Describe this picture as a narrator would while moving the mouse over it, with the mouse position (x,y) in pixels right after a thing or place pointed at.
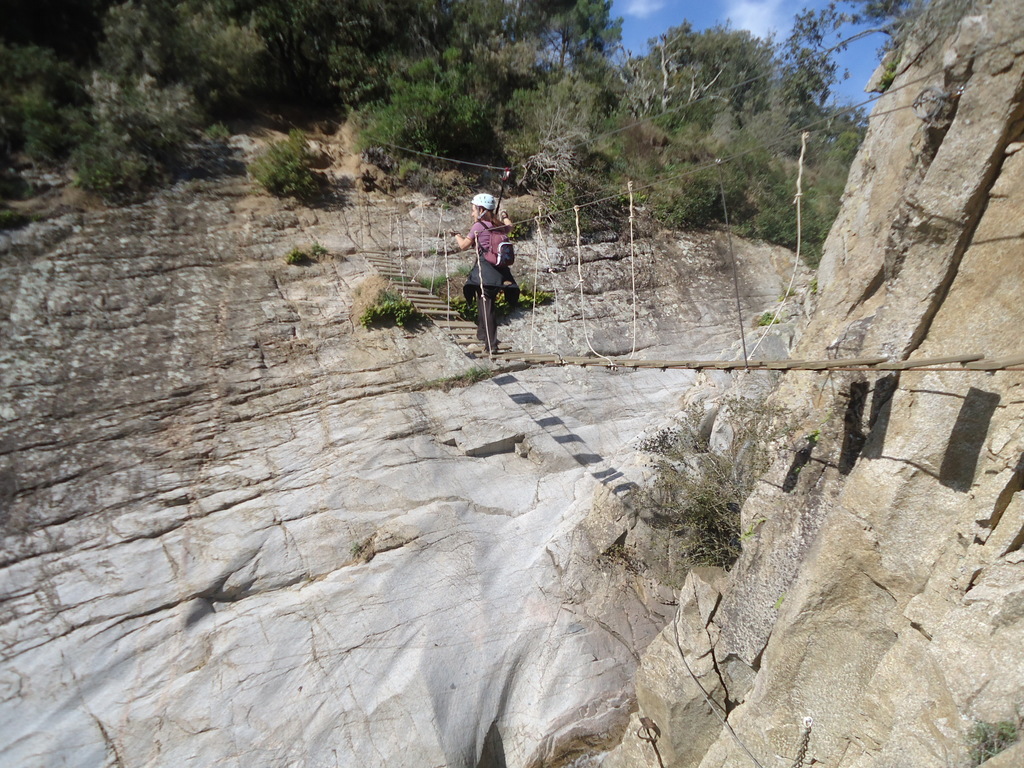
In this image we can see a rope bridge (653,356). There is a lady (495,209) wearing a bag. At the bottom of the image (556,578) there are stones (487,534). In the background of the image (374,146) there are trees (531,44). To the right side of the image (858,208) there is a mountain (844,495).
